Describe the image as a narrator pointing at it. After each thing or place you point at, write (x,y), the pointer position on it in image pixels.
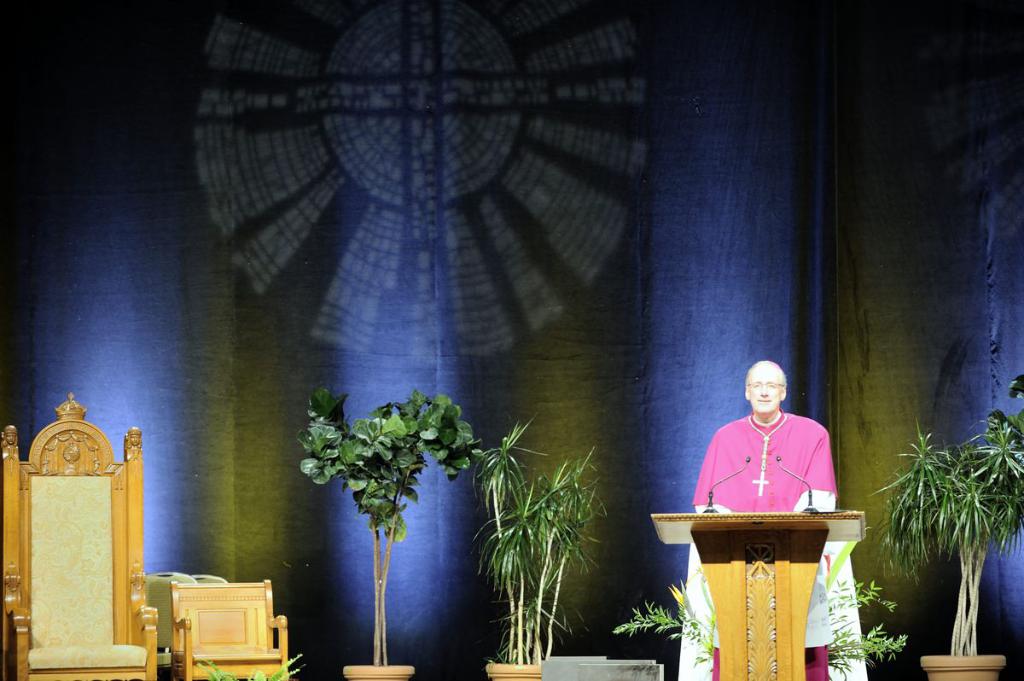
This picture is clicked in an auditorium (860,406). The man (756,469) in pink and white dress (824,442) is standing near the podium (737,530) and he is about to talk. Beside him, we see plants (940,518) and beside that, we see chairs (223,645) two chairs (152,606) and on background (263,187) we see a colorful wall (439,159).
